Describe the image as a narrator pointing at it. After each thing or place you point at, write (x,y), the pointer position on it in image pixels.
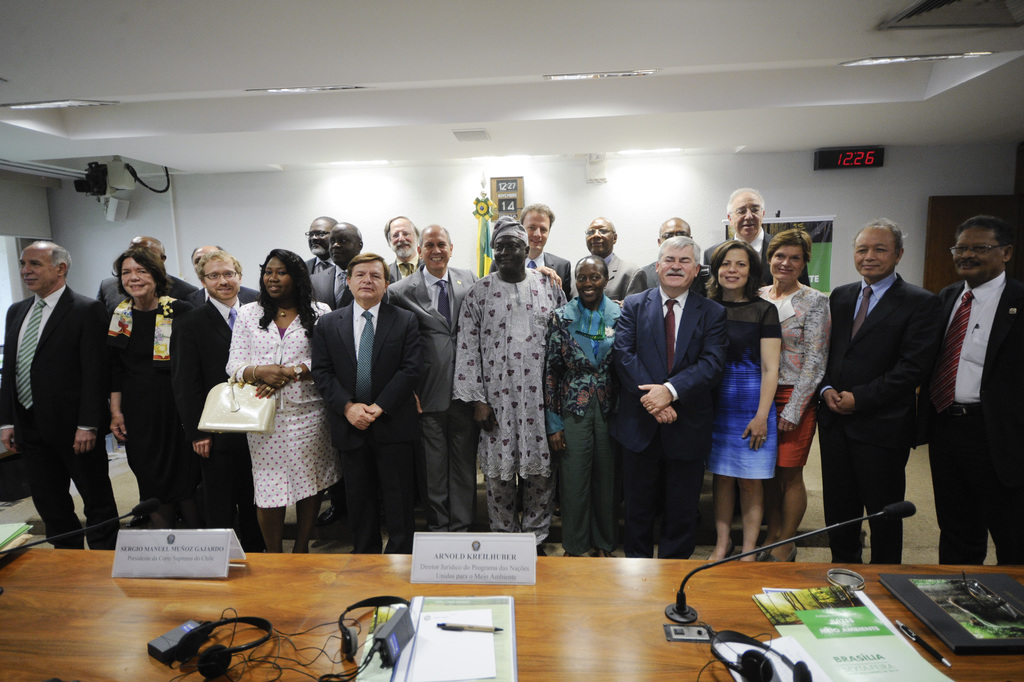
There are group of people (1001,344) standing and smiling. This is a wooden table (182,608). I can see the name boards (465,551), mike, head sets (389,622), files (876,642), pen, spectacles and few other things (456,655) on it. This looks like a hoarding (817,259). I can see a digital clock (852,152), which is attached to the wall (726,215). I think this is a frame (499,195). This looks like a door (967,211). These are the lights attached to the roof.
